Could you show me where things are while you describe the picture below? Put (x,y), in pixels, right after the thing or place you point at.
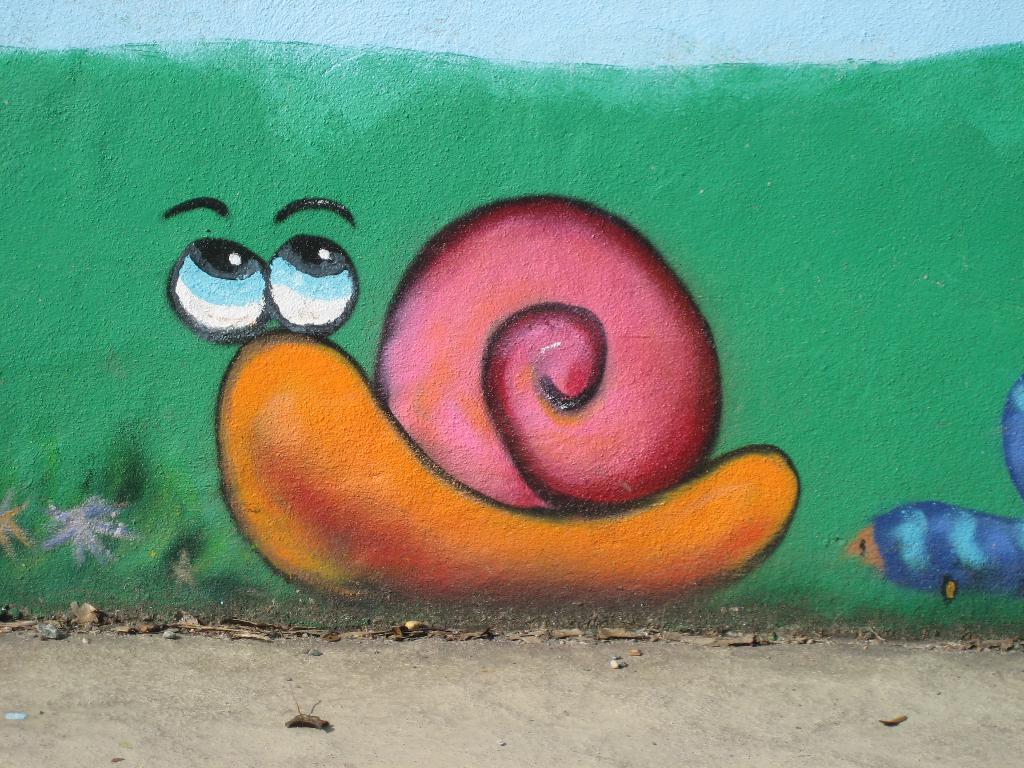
In this image we can see painting (351,363) of a snail (413,459) on the wall (99,315).
